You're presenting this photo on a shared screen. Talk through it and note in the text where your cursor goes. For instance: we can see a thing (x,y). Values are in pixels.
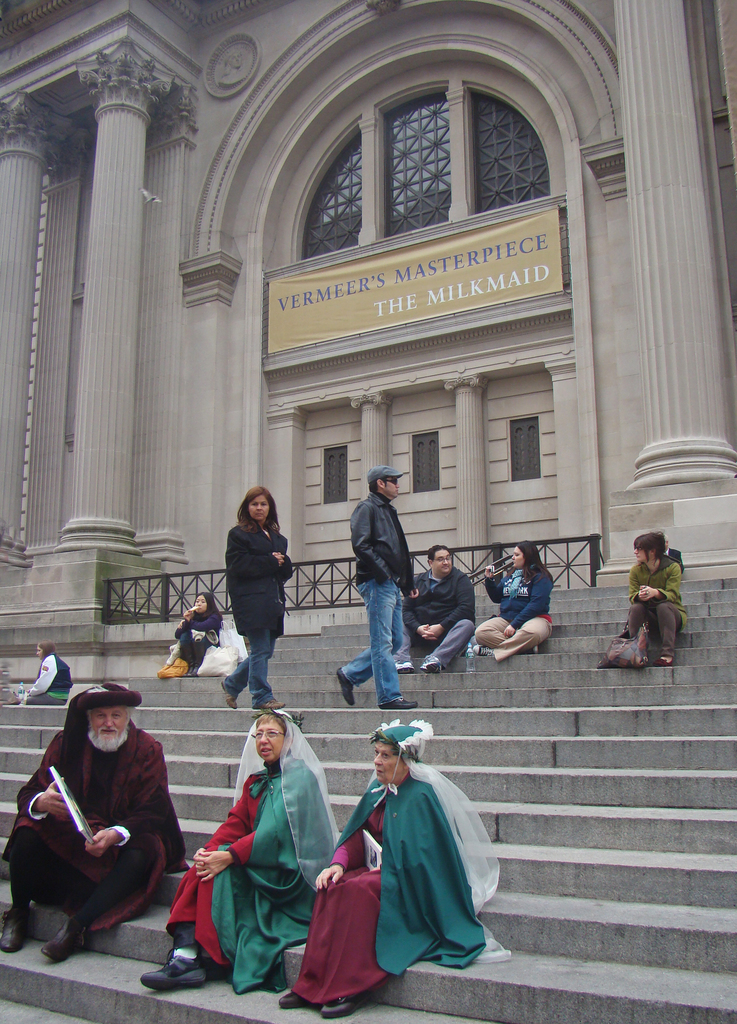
In the down side 2 women (272,887) are sitting on the stairs (599,986), they wore dark red and green color dresses (272,878). In the left side (100,795) there is an old man (129,795). In the middle (247,673) a man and woman (257,613) are walking on the stairs (403,691) and there is a banner (422,318) on this building (512,375).
